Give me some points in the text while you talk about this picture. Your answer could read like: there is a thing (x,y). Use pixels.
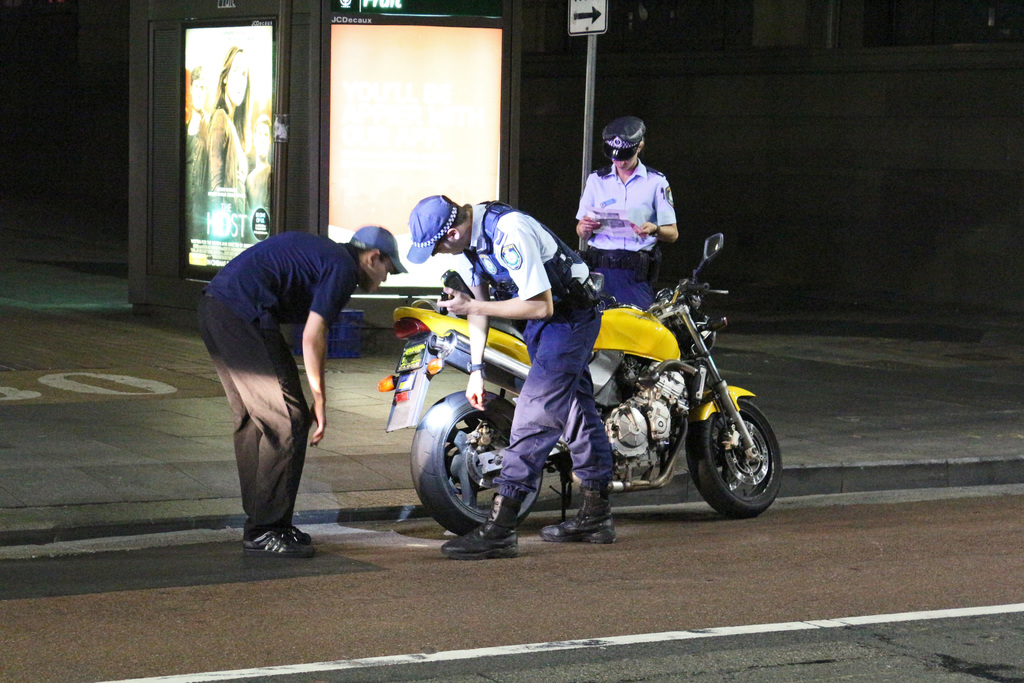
In this image i can see three man (545,288) standing on the road (527,560), the man (503,534) at the front (574,360) watching a bike (445,415) on the road (535,572) at the back ground (383,182) i can see a screen (358,76) and a board (594,16).
